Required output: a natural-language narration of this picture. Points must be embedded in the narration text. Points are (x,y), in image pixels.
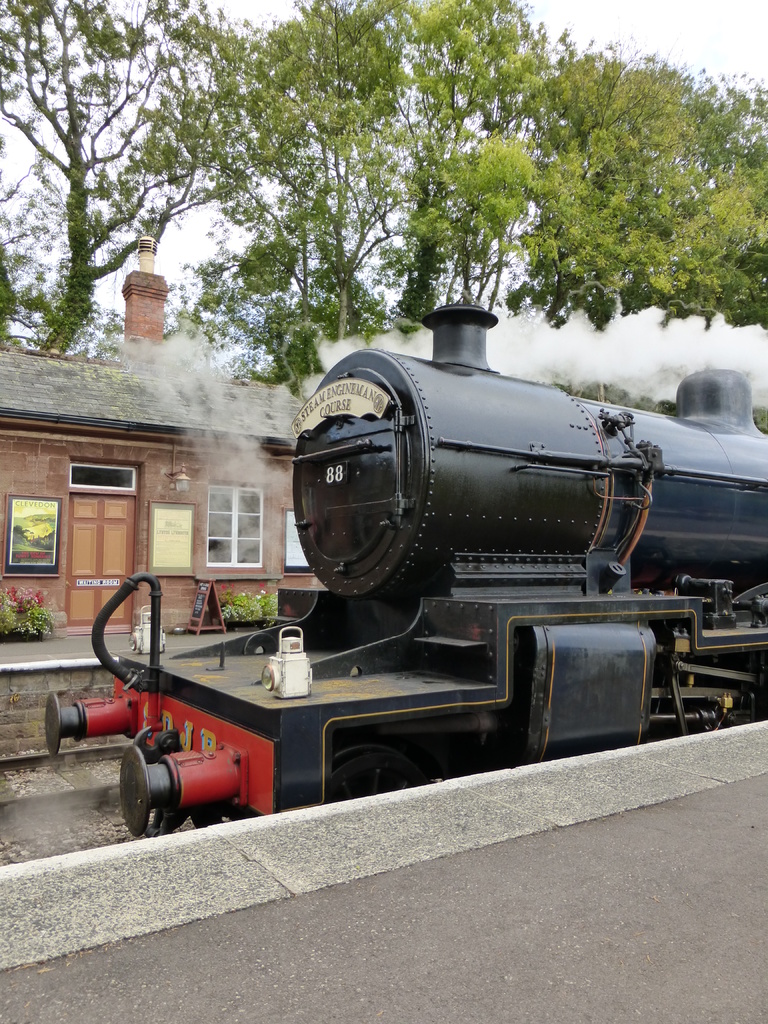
As we can see in the image there is a train (255,746), railway track (51,849), house (119,467), door (93,570), photo frames (170,542) and trees (525,194). On the top (712,27) there is a sky (722,25).
